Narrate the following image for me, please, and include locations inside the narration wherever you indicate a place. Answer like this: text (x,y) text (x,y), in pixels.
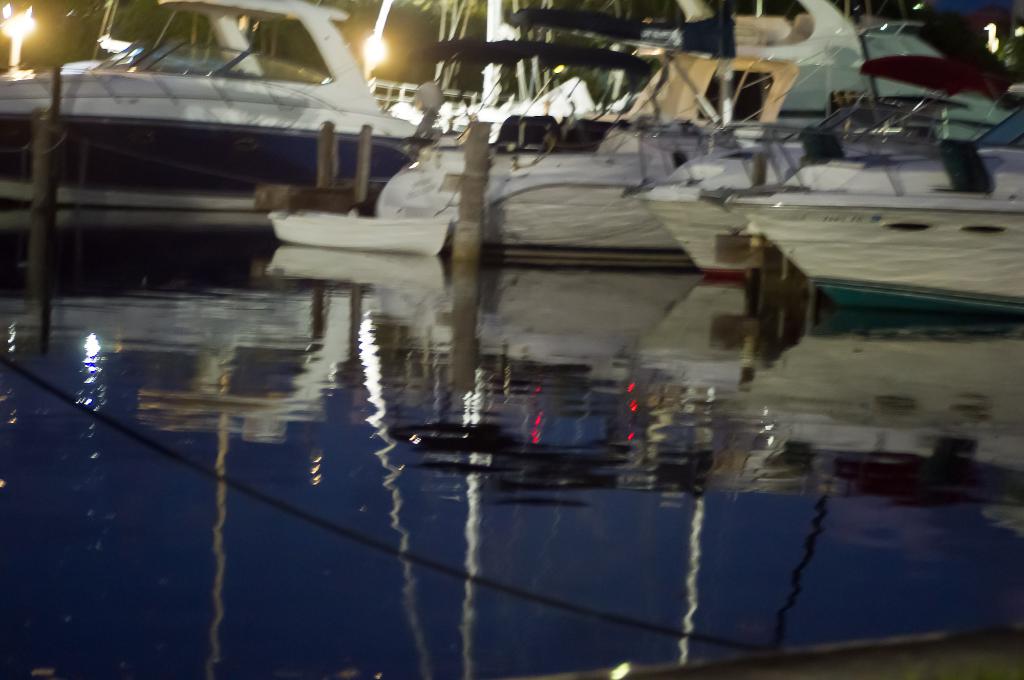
In this image there is water (261,600) at the bottom (425,487) and we can see the reflection (218,315) of ships (435,140) in the water (257,568). And we can see ships (424,147) with poles (326,157).
